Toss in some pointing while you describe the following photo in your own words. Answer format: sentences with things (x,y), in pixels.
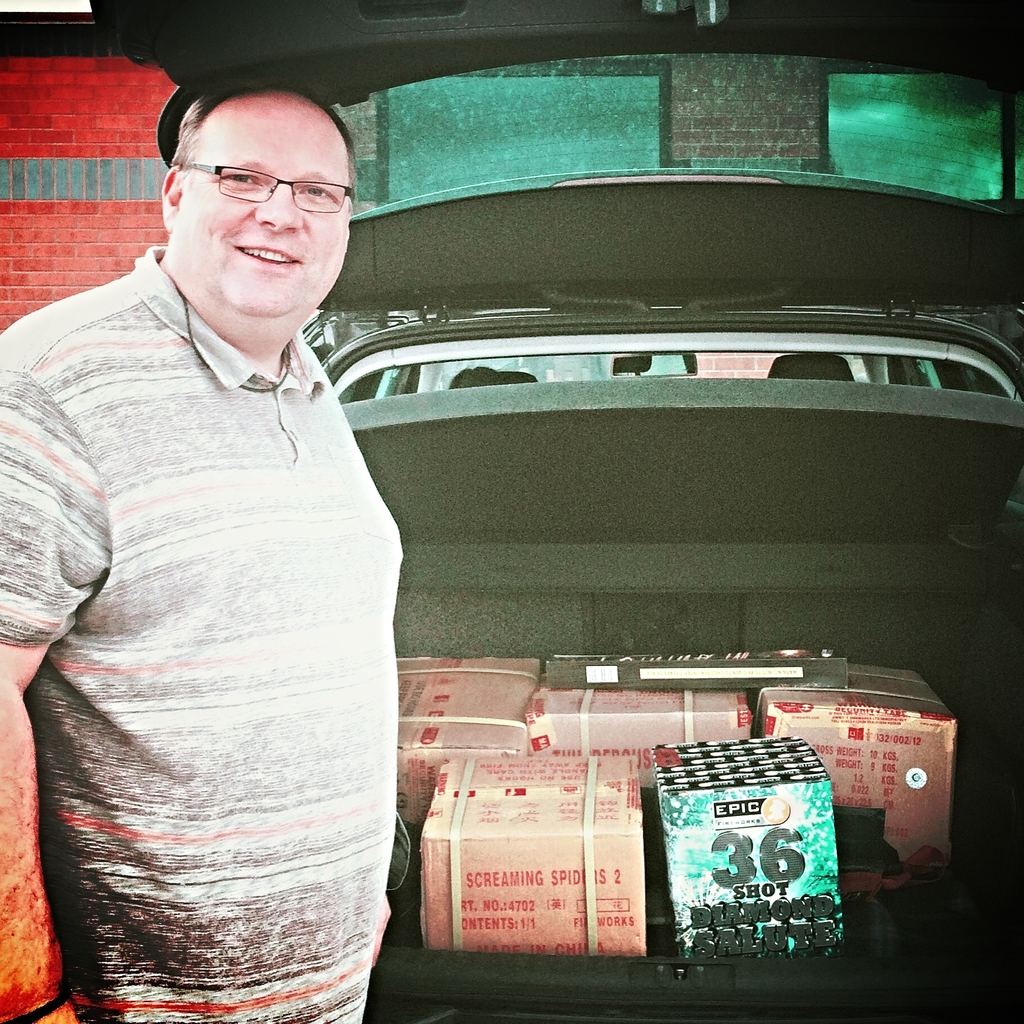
In this picture we can see a man (141,847) wore a spectacle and standing and smiling and beside him we can see boxes (672,676) in a vehicle (681,534) and in the background (85,177) we can see the wall (124,105).
